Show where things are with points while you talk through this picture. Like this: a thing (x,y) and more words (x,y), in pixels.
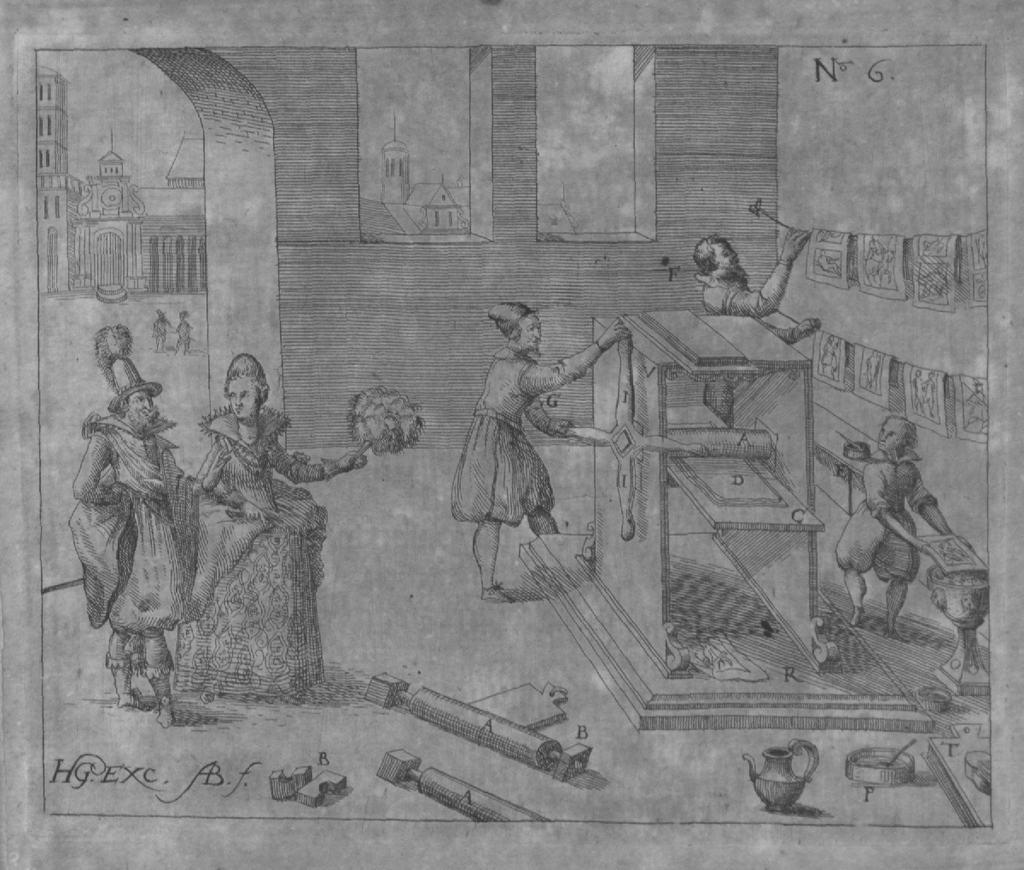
In the center of the image (382,533) we can see one paper (848,606). On the paper (709,549), we can see some drawing (702,597), in which we can see a few people (297,581) are standing and holding some objects (660,447). And we can see buildings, pillars (517,222), tools (664,545), one pot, some text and a few other objects (660,491).
